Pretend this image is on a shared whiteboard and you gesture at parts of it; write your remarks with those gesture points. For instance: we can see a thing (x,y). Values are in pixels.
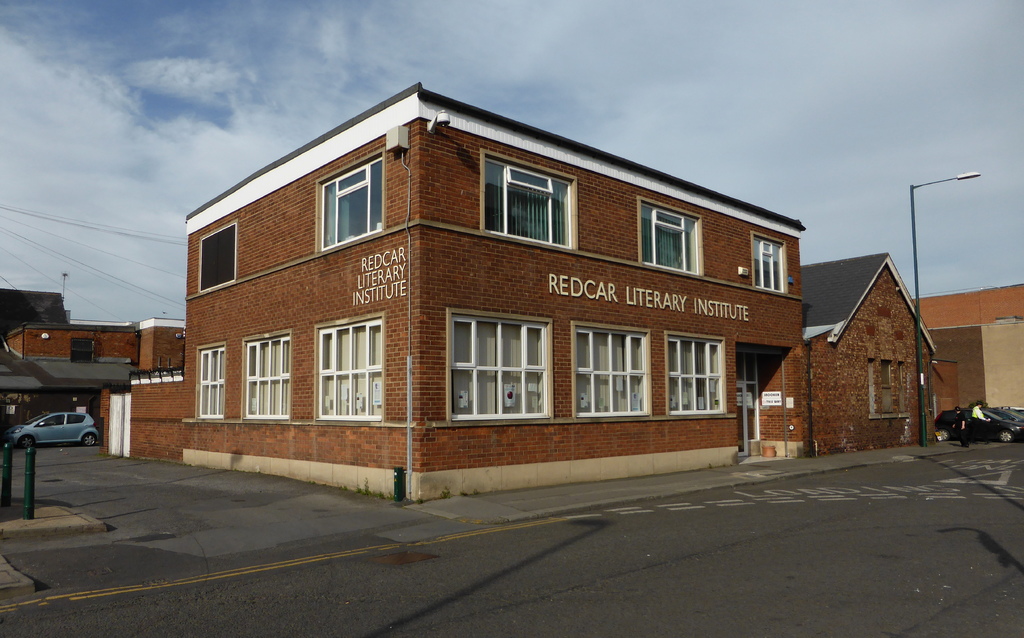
This is a building (339,241) with the windows (357,376). I can see a street light (910,196). These are the people (959,420) standing. On the left side of the image (93,375), I can see the buildings (95,353). These are the clouds (156,142) in the sky (155,44).
